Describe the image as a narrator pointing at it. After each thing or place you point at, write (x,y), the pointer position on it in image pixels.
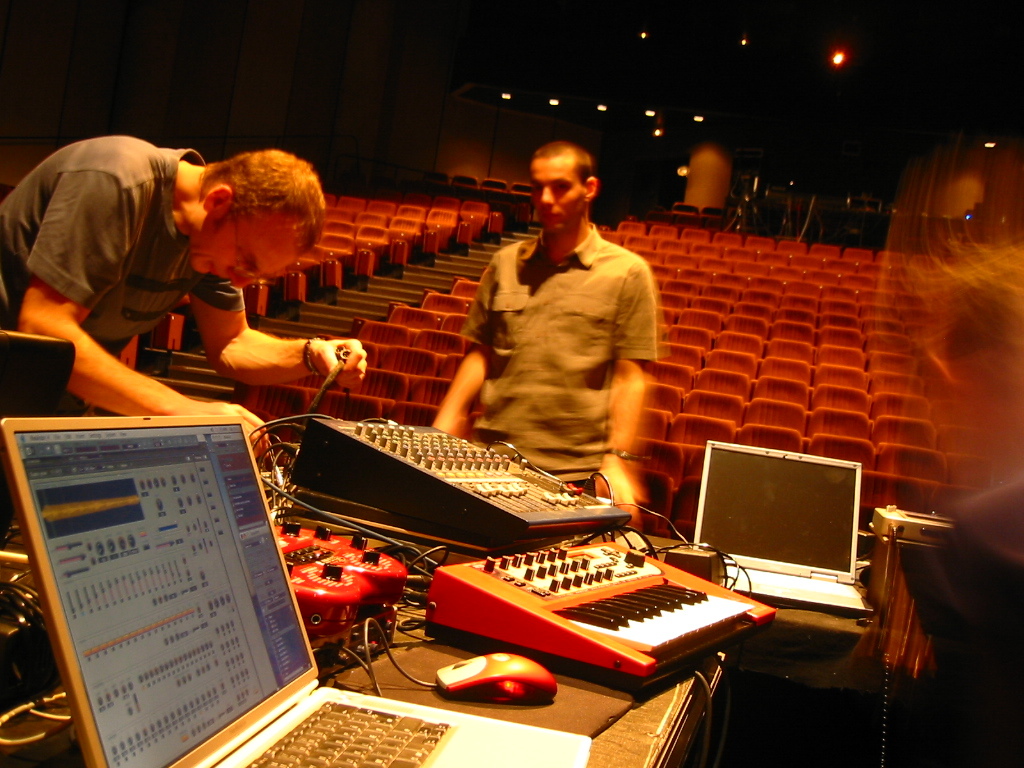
In the middle of the image (569,308) two persons (597,247) are standing. Behind them there are some chairs (395,223). Bottom of the image (741,513) there is a table (67,762), on the table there is a laptop (146,683) and there are some musical instruments (389,456).
